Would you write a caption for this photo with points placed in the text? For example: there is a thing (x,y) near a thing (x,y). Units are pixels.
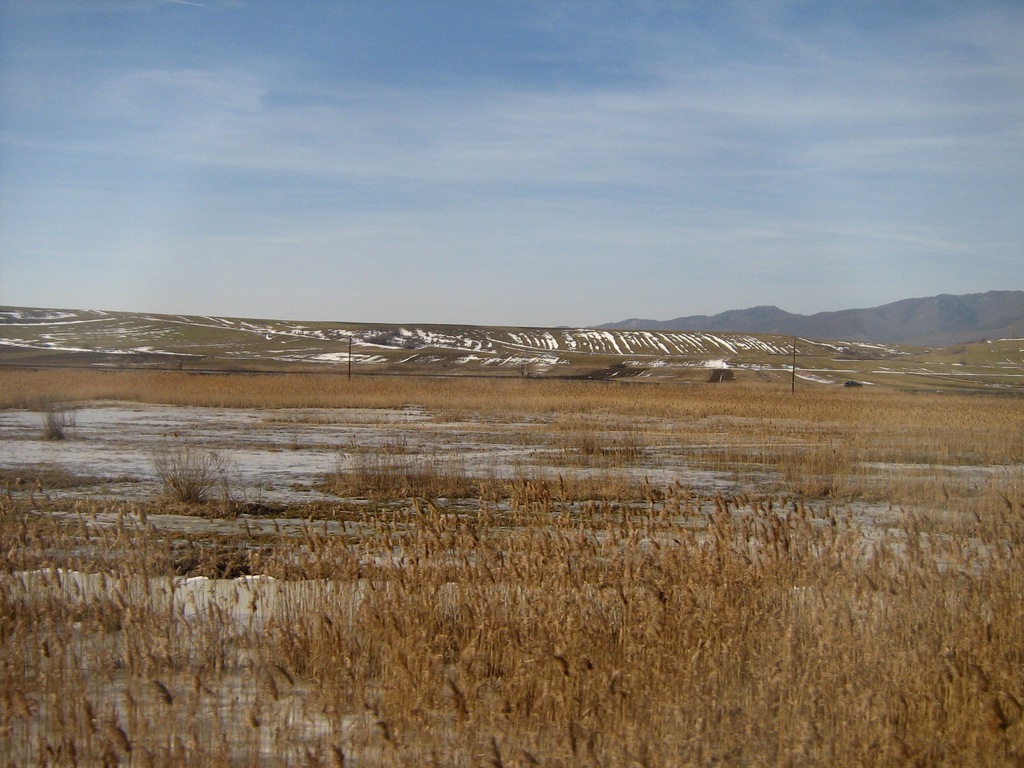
In this image, we can see plants (523,438) on the ground (433,410) and in the background (517,344), there are poles (796,342) and hills (656,322) and there is snow (664,348). At the top (492,125), there is sky (550,131).
